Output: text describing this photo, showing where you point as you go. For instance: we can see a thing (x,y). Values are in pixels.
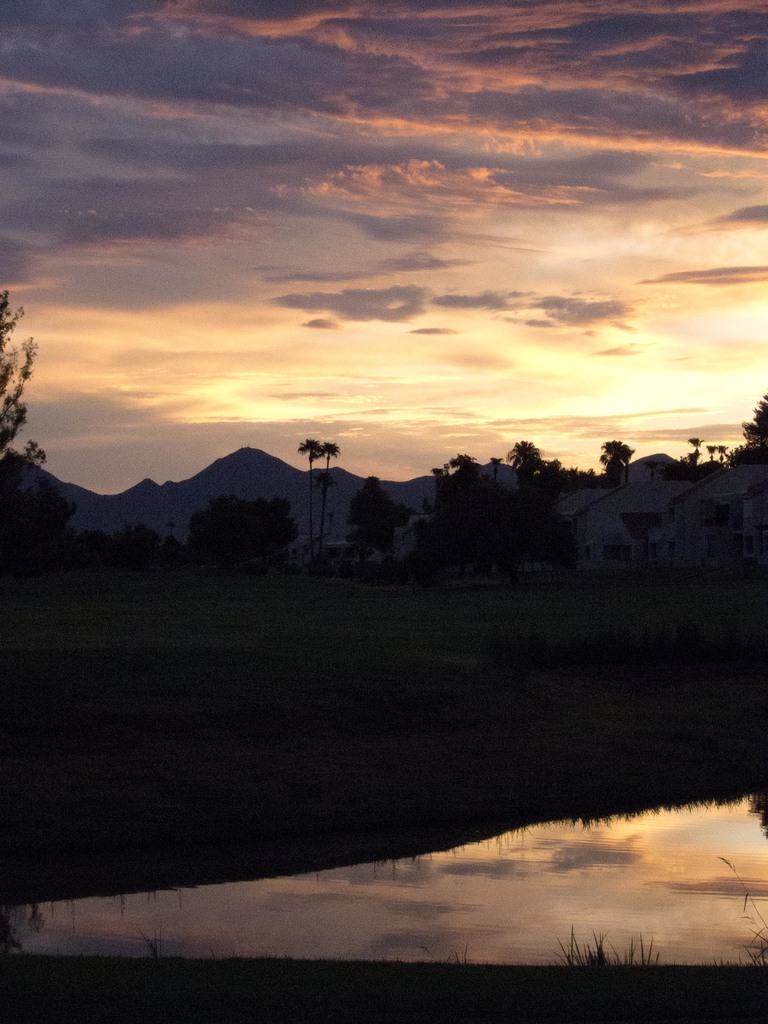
In front of the image there is water (553,934), beside the water (525,899), there is grass (318,699) on the surface (334,614), in the background of the image (155,542) there are trees (381,538) and mountains (230,489), at the top of the image (281,219) there are clouds (353,413) in the sky (353,413).
